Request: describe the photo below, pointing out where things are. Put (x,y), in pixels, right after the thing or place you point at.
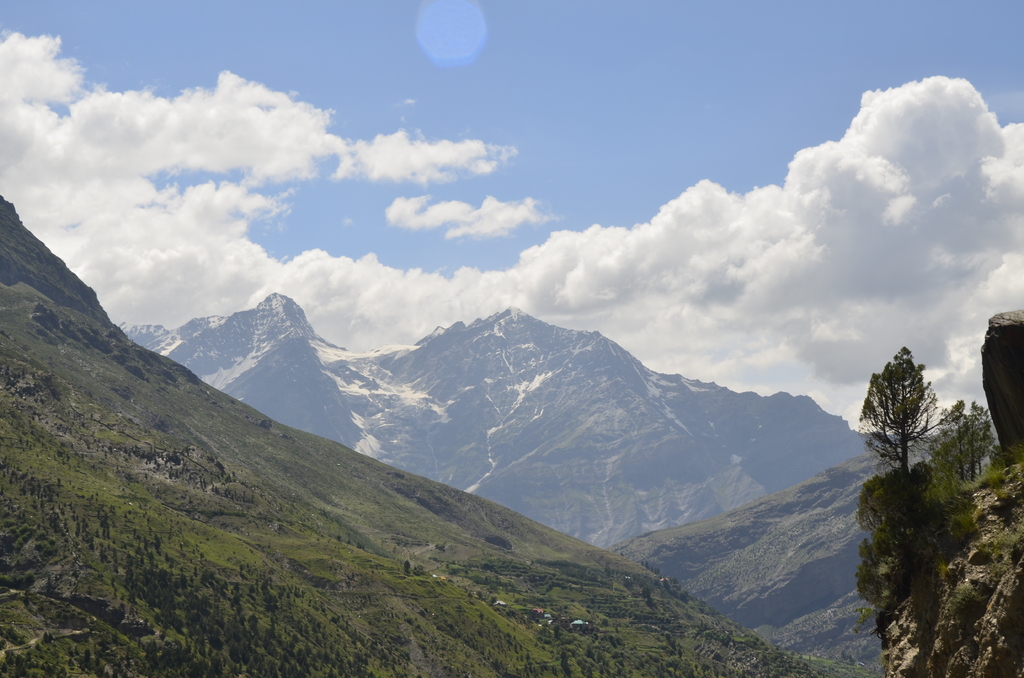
In this image at the bottom (749,484) there are some mountains (399,591) and trees (928,486), and on the top of the image (428,145) there is sky (742,104).
